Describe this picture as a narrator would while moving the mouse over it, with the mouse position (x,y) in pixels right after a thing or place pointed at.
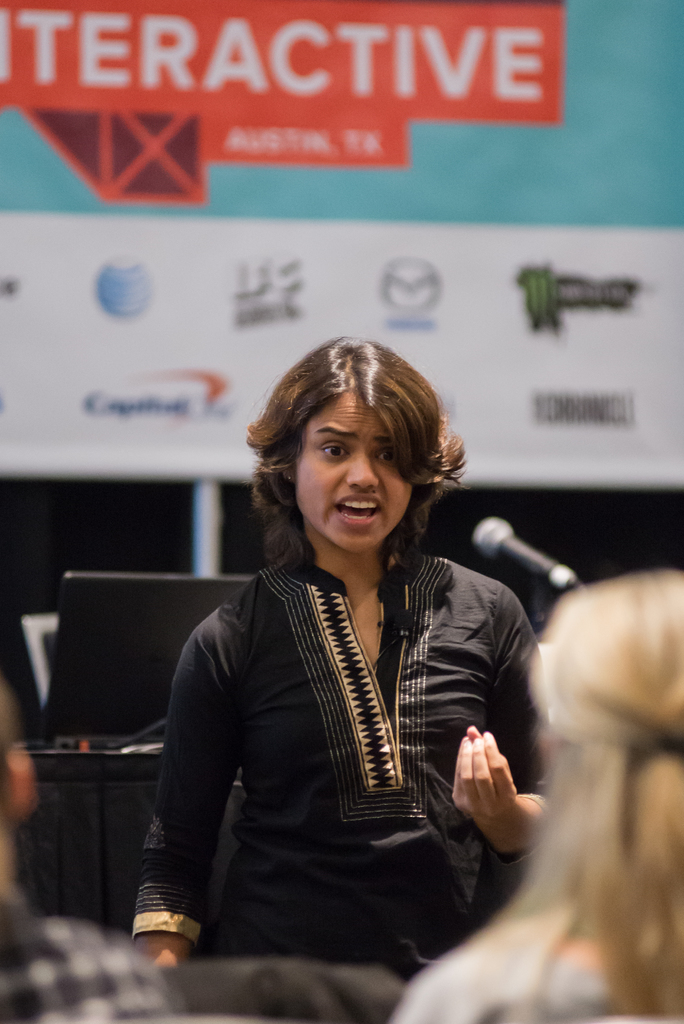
In this image, we can see a woman (322,869) in black dress (339,796) is talking in-front of a microphone (532,556). At the bottom (89,996), we can see few people (552,1014). Background (86,663) we can see laptop (91,671), black cloth (107,801), banner (94,275) and rod (203,563).
